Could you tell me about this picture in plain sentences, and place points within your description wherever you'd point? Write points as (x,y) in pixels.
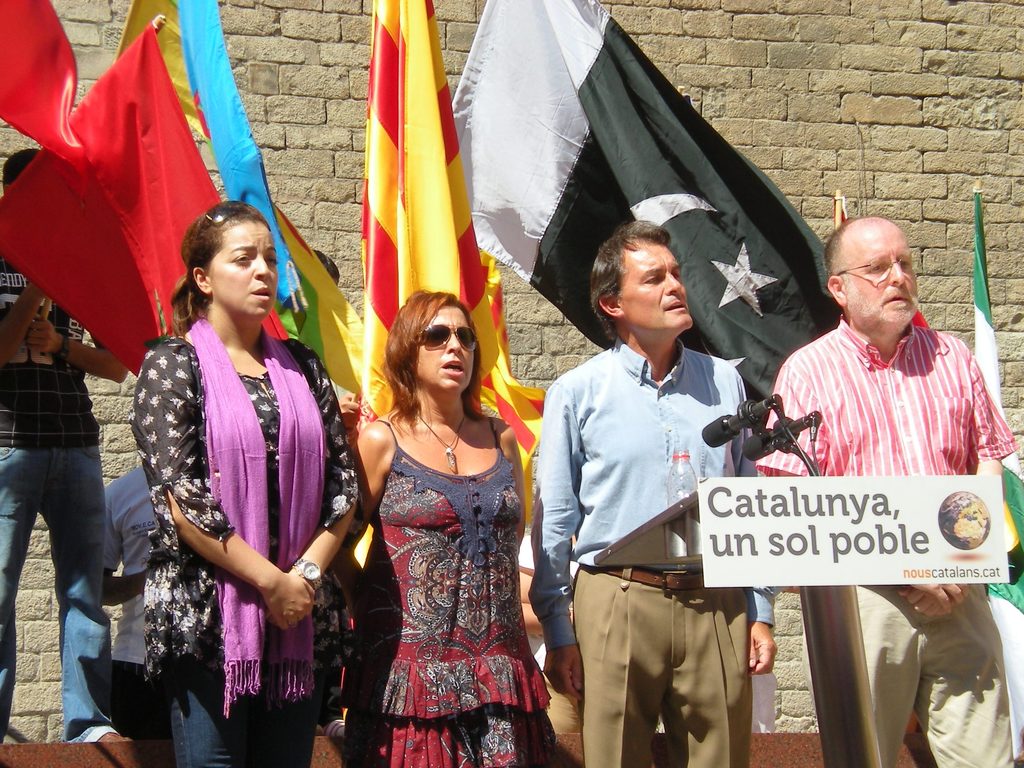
In this picture we can see five people (256,371) standing here, we can see microphones (767,438) here, there is a bottle (687,499) here, in the background (586,267) we can see a wall (732,115) and some flags (558,186), there is a board (858,541) here.
